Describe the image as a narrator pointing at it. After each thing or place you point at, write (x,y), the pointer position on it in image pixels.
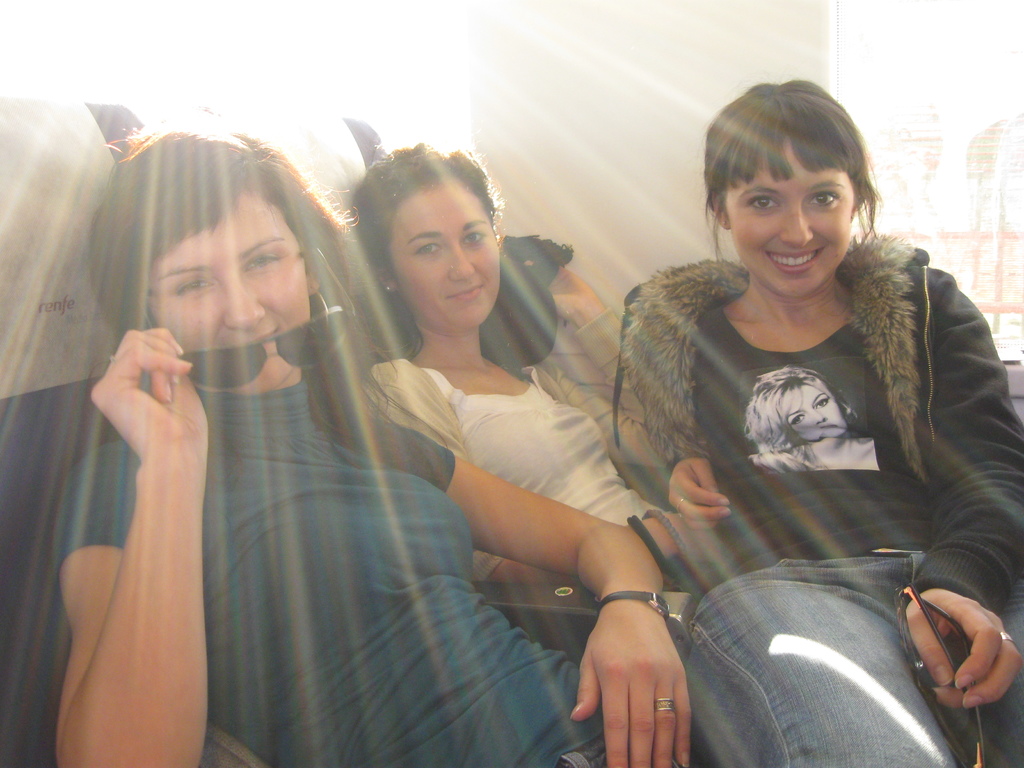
In the image there are three women (557,410) in the foreground (522,348) they are posing for the photo and from behind them the sun rays (245,33) are falling on the women (432,400).
